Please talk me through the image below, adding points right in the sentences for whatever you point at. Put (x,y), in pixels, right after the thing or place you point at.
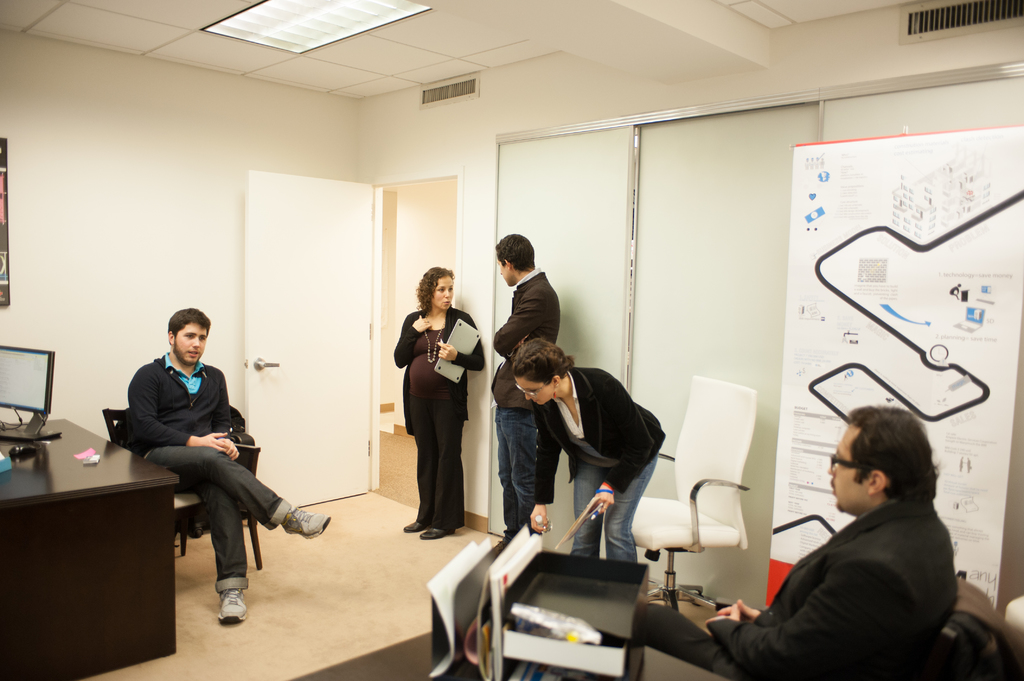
In this picture there are group of persons (579,388) sitting and standing. On the left side (37,443) there is a table (58,481) and on the table (32,476) there is a monitor (40,422), mouse (18,451) and papers (84,459). In front of the table (93,447) there is a man (198,444) sitting on a chair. In the center (599,444) there is a table (516,607) with some files (495,613) on it and there is a woman (603,483) standing and holding a bottle (549,526) and file (591,507) in her hand (604,489). In the background (478,344) there are persons (523,316) standing and talking. The woman (424,382) is holding a laptop (440,368) and Standing and there is a white colour door (332,309) on the right side (922,315) there is a banner (861,284) which is white in colour and there is a white colour empty chair (696,488).
